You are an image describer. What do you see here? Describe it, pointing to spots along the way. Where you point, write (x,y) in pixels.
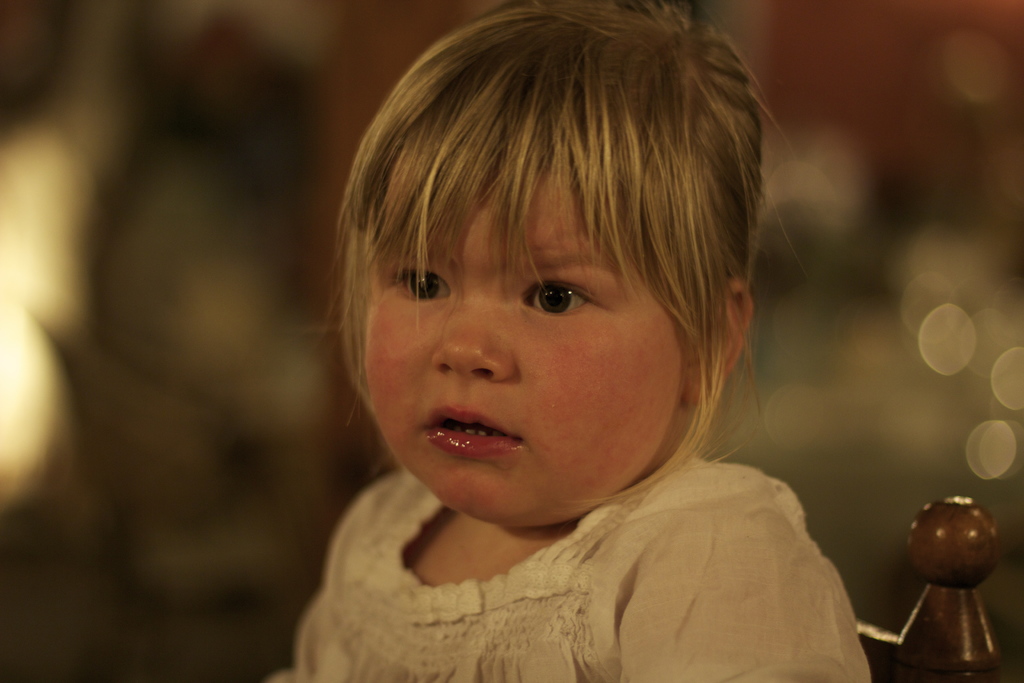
In this image we can see a child (674,423) is wearing a white dress (494,586). The background of the image (287,593) is completely blurred.
